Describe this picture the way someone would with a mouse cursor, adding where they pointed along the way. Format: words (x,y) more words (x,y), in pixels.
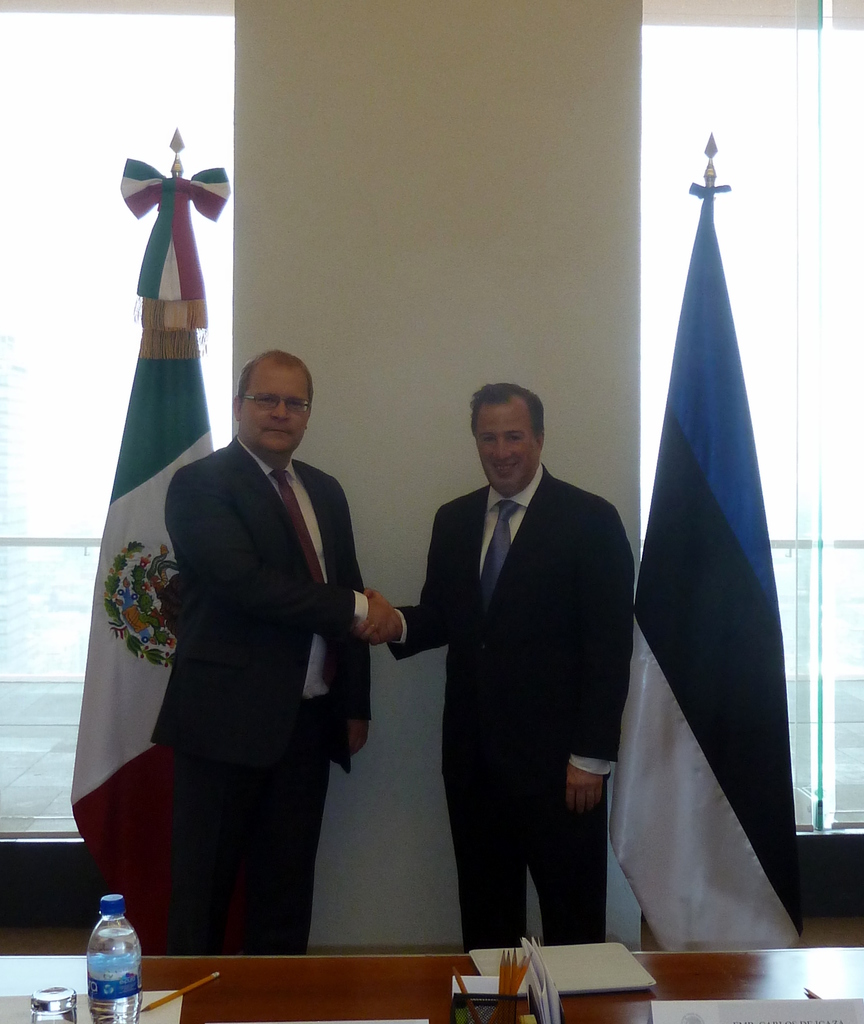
It is a room (89,891) inside the office (394,485), there are two men (478,612) standing, in front of them there is a table (264,976) and on the table (637,970) there are some papers (591,970), bottle (110,949), glass (52,1009) and pens (510,972), behind the men (583,604) there are two flags (175,226) on the either side, in the background (22,74) there is a window (212,318), a wall (447,245) and sky (703,124).
